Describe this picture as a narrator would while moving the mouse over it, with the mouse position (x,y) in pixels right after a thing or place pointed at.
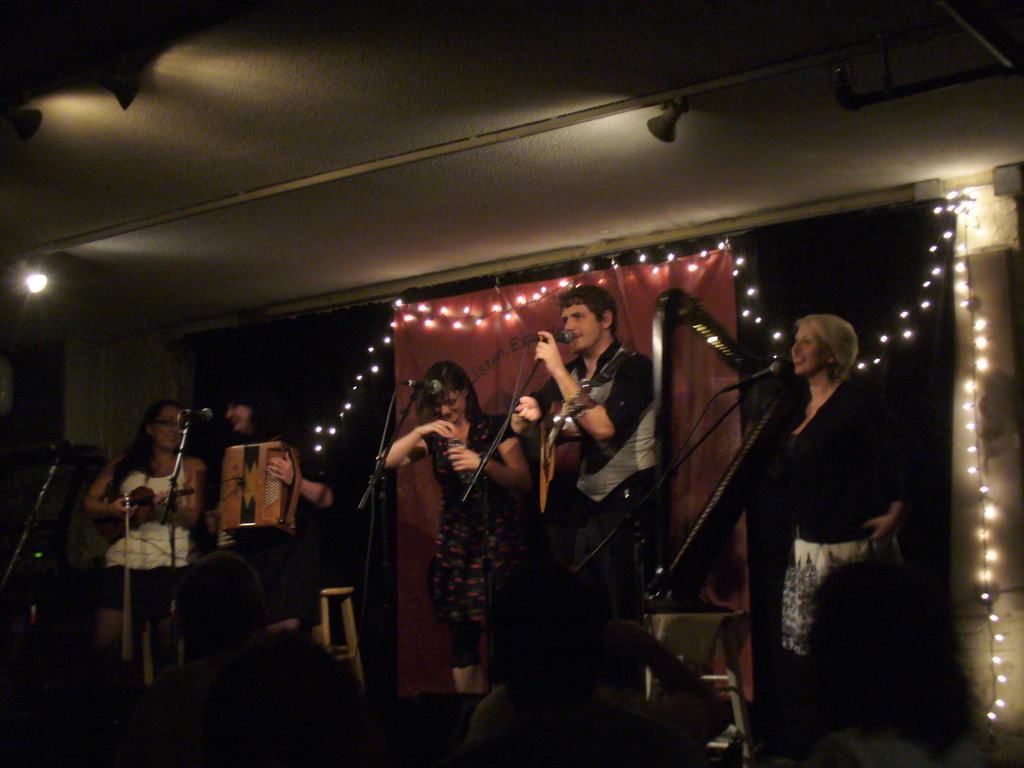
In the center of the image (628,491) we can see people (632,416) standing. On the left (139,597) there are two ladies (241,543) playing musical instruments (254,505). We can see mics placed on the stands (368,498). In the background (405,330) there is a banner (403,343), lights (390,341) and decors (976,358). At the bottom (534,690) we can see crowd (531,714).
